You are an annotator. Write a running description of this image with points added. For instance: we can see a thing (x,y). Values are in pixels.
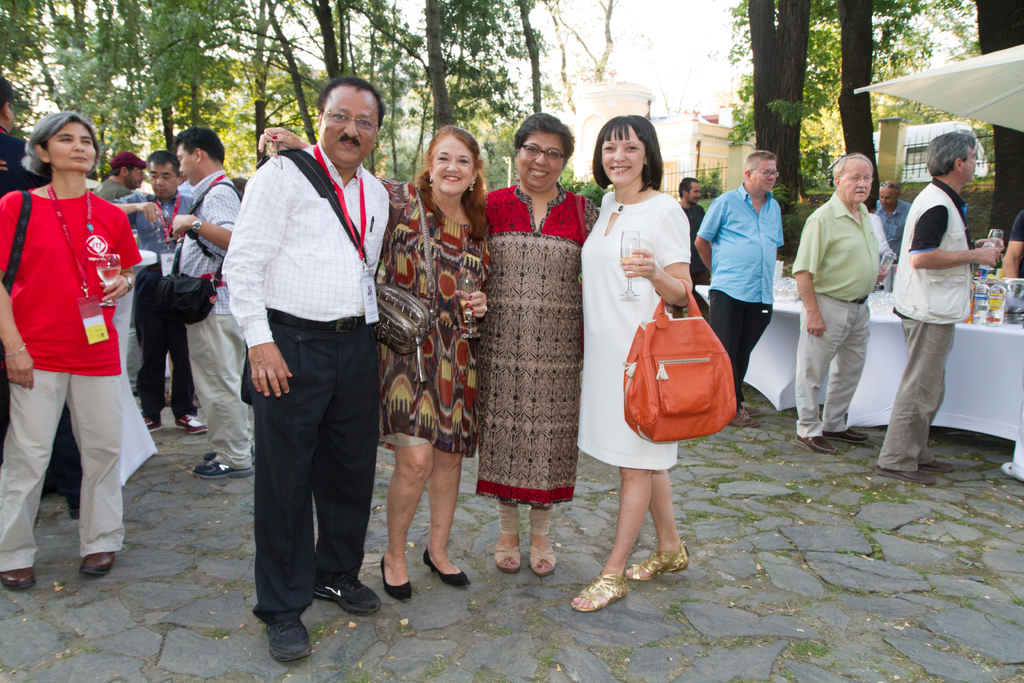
In this picture we can see four persons (489,462) standing together and seeing a camera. She hold a glass (625,235) with her hand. And even we can see some people (182,256) standing here. And this is the table (992,361), and there is a cloth (992,361) on the table (991,372). And in the background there are some trees (599,74) and this is the sky (678,25).
